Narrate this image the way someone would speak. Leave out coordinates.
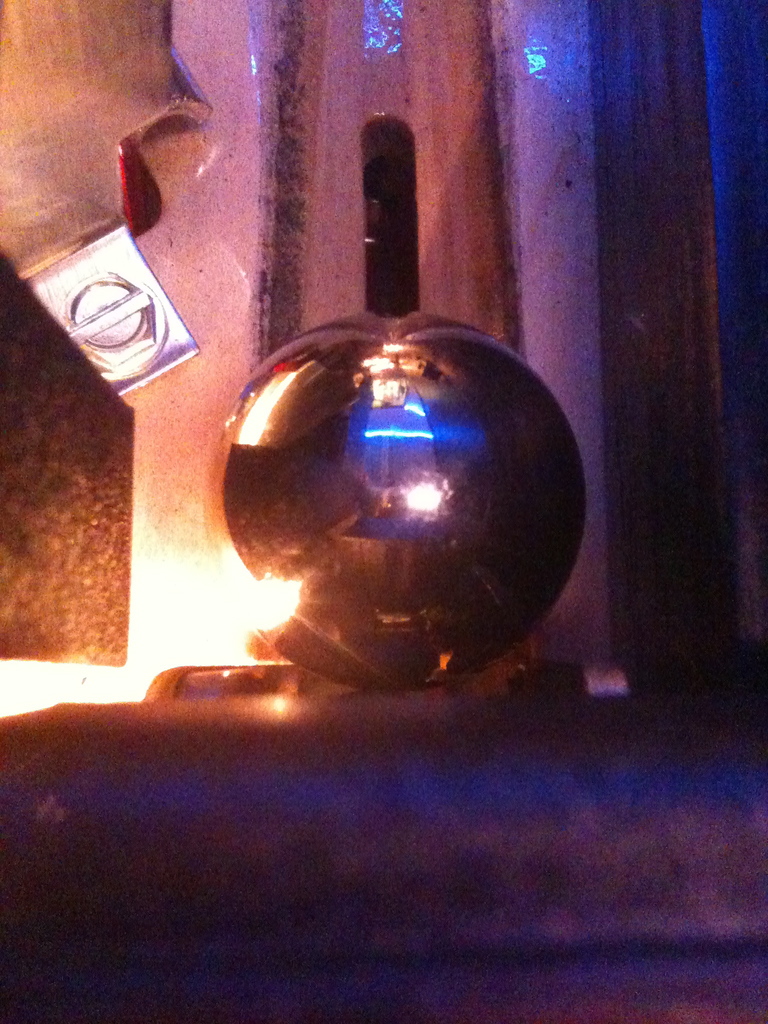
In this image there is an undefined object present in the middle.
